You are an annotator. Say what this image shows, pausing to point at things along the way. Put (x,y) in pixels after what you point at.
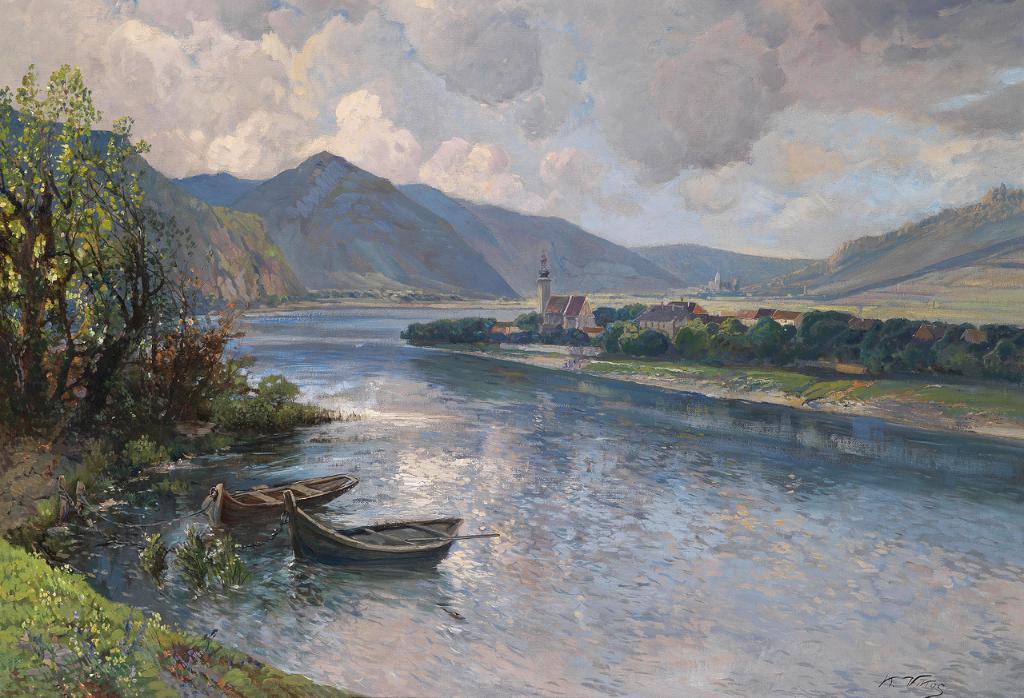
In the image we can see a painting (283,6).
